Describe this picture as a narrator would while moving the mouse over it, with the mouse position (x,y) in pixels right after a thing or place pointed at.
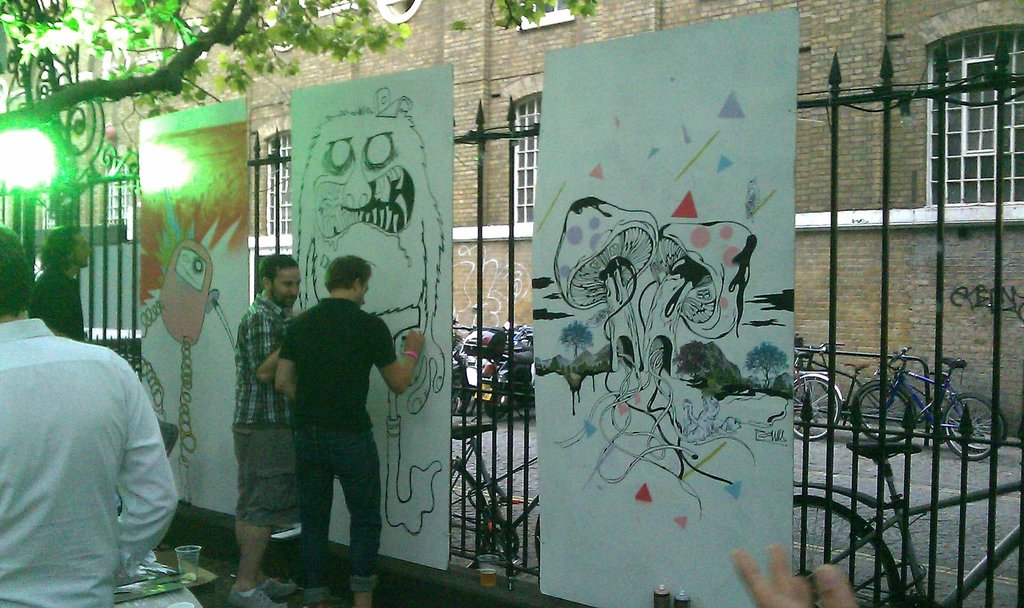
In the center of the image (376,359) we can see two people (295,435) standing and painting. There are painting boards (170,161). On the left (45,420) there are two men (78,420). At the bottom (147,593) we can see a table (183,594) and things (164,579) placed on the table (146,579). In the background (507,408) there are bikes (517,373), bicycles (948,425), fence (886,285), tree (290,38) and building (490,69).
